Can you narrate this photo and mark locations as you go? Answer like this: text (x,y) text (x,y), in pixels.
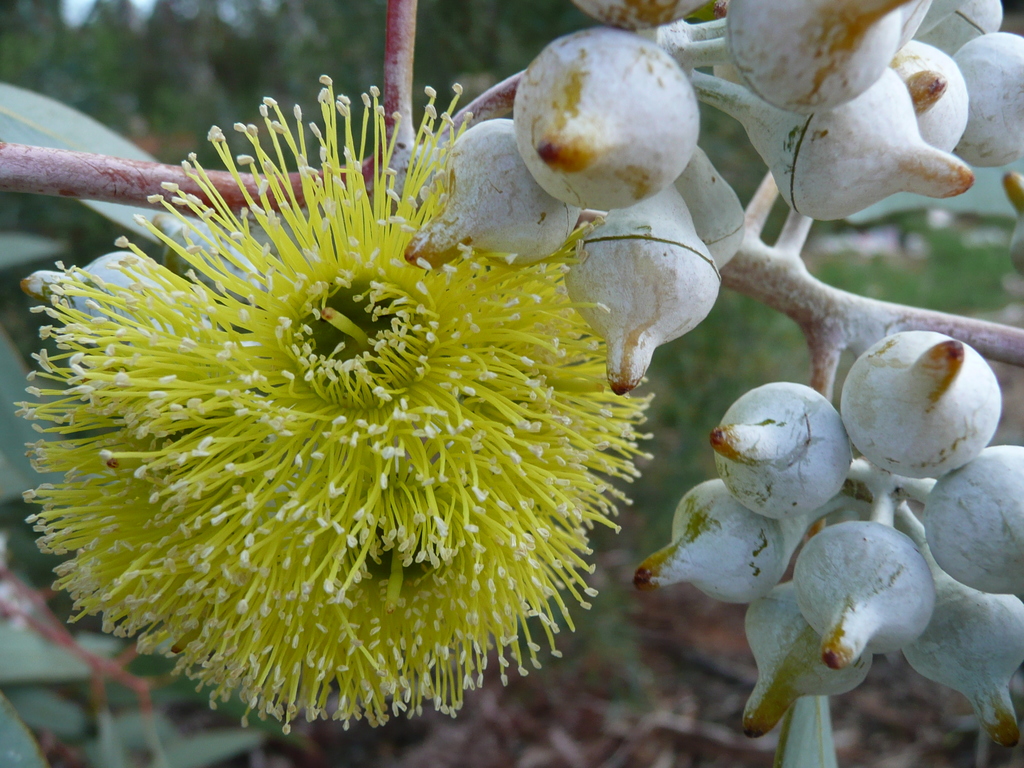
In this image there are flowers (406,315) and buds (904,48) on the stem (807,333). In the background of the image (334,67) there are trees (587,18).
